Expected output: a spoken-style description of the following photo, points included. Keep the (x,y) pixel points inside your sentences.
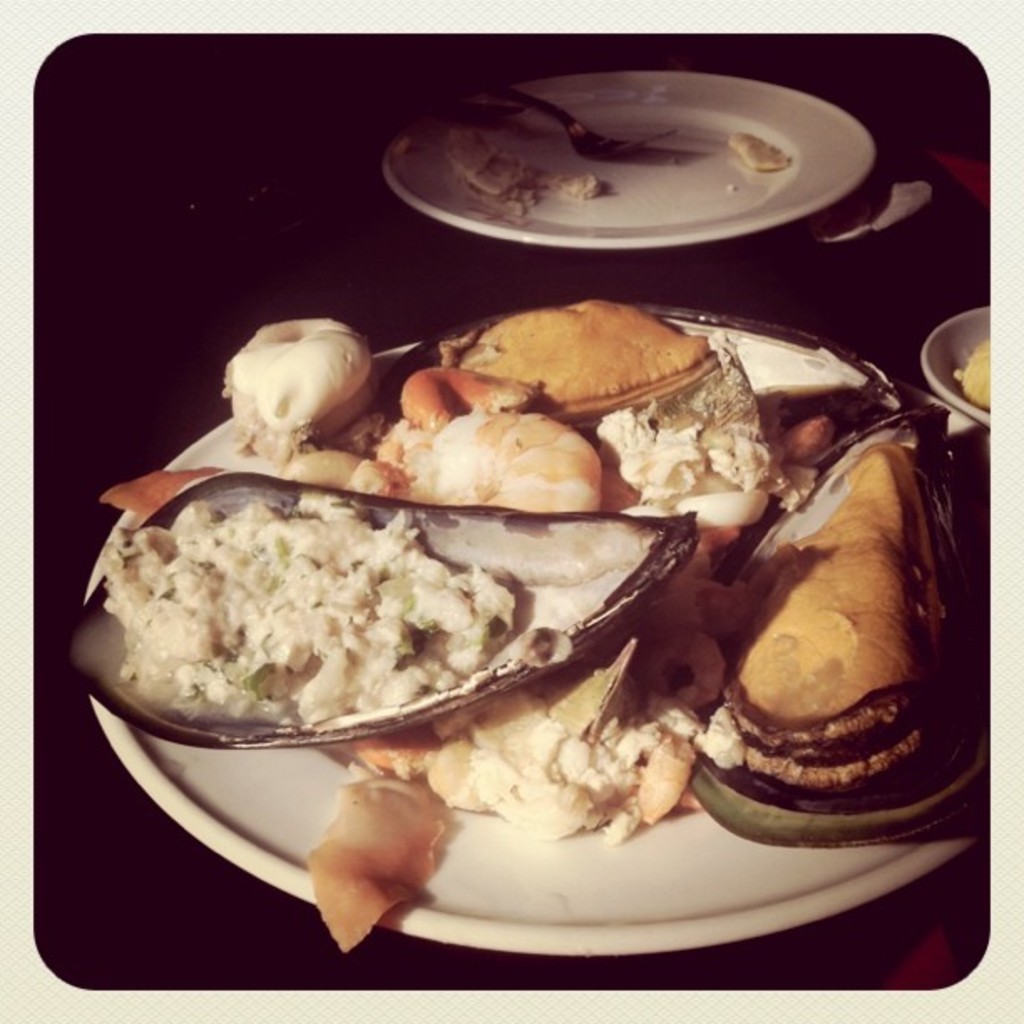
In this picture we can see plates (677,189), there is some food (676,513) present in this plate (598,652), we can see a fork (580,145) in another plate (673,158), there is a dark background (233,104).
